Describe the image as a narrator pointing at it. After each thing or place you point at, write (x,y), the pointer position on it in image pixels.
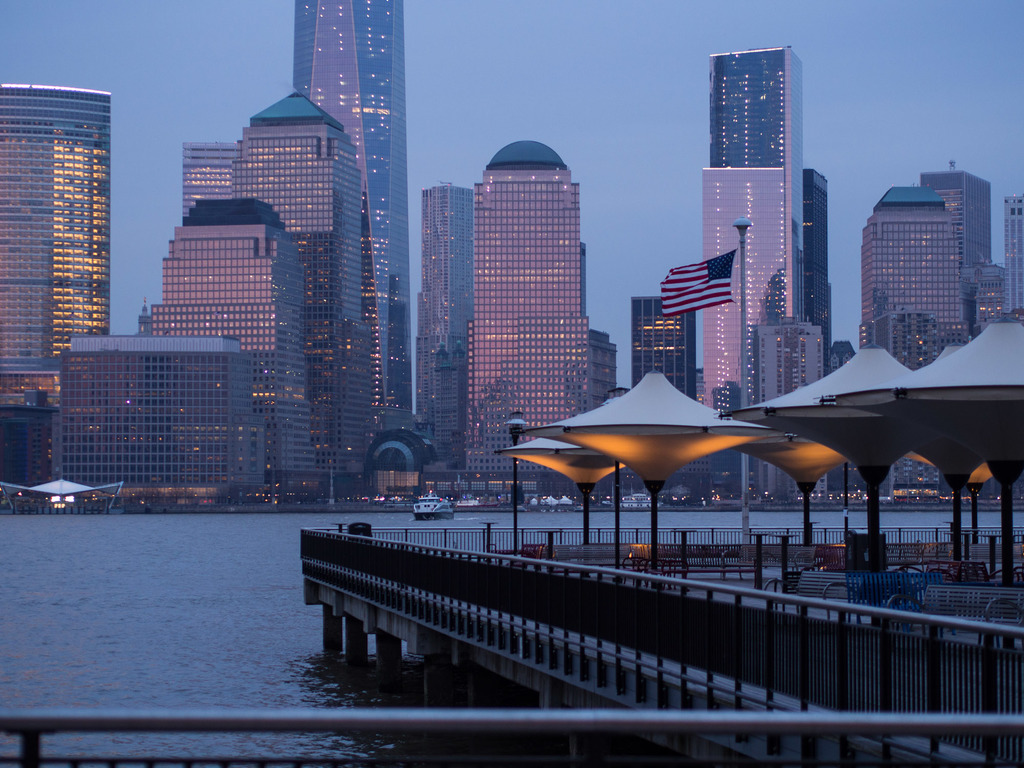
In this picture we can see so many buildings (424,433), in front of the buildings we can see one lake (193,580).
